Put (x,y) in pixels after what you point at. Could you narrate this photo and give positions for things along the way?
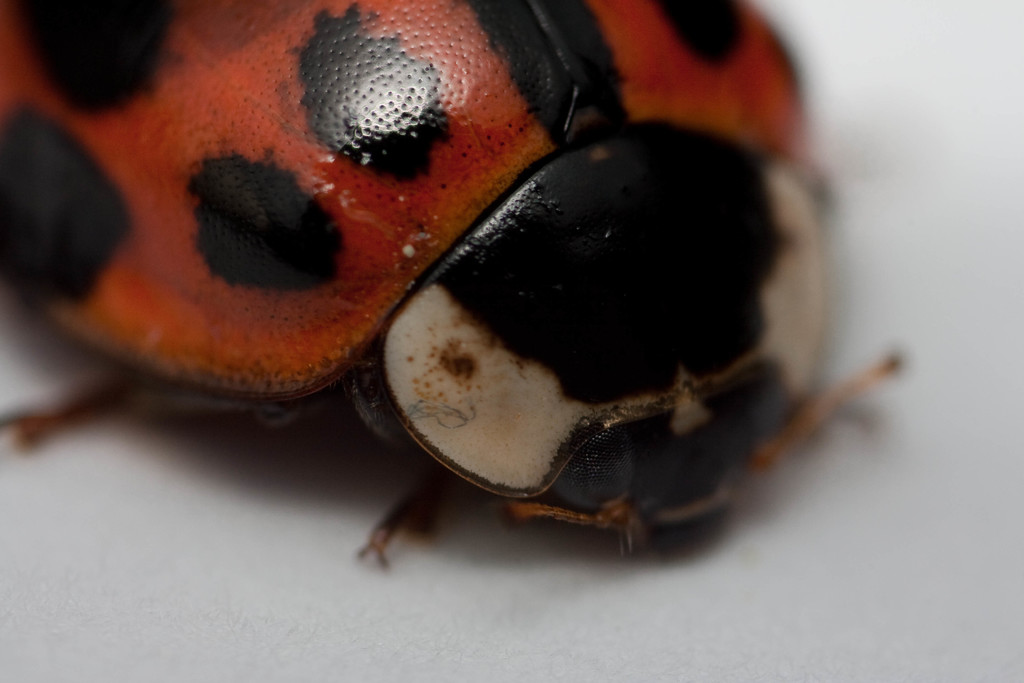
In this image I can see an insect (302,146) which is orange, black and cream in color on the white colored surface (447,541).
